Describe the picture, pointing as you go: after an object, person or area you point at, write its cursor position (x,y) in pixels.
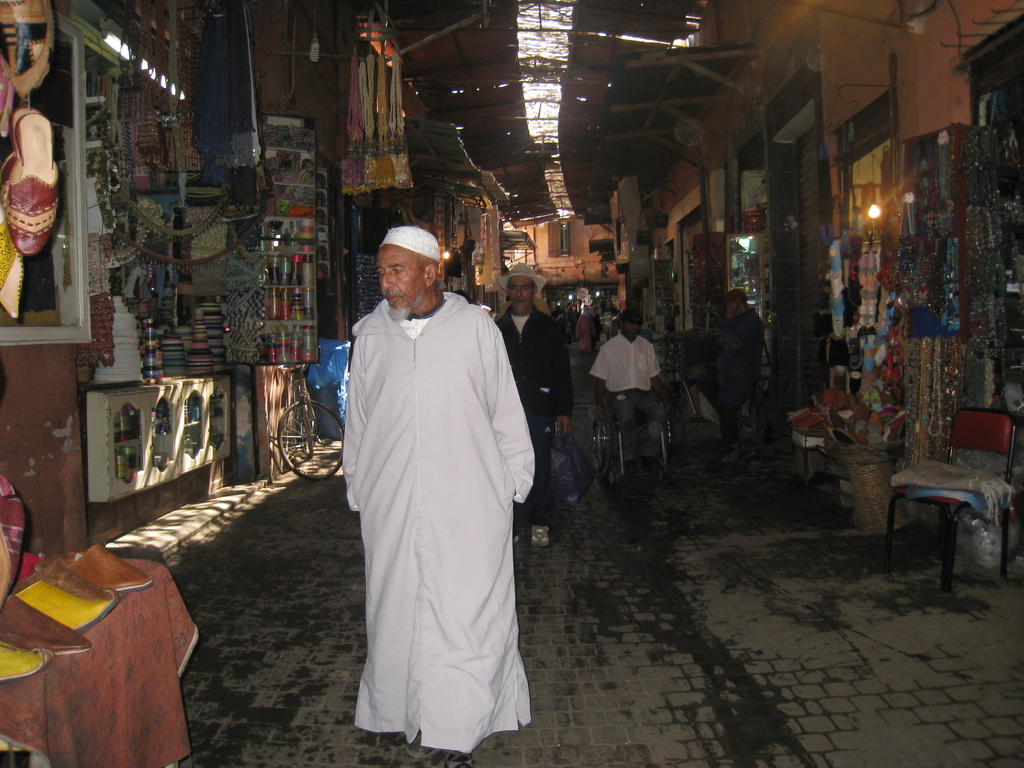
As we can see in the image there is a wall (61,421) and there are few shops (335,142) over here and on road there are people (550,418) walking.
